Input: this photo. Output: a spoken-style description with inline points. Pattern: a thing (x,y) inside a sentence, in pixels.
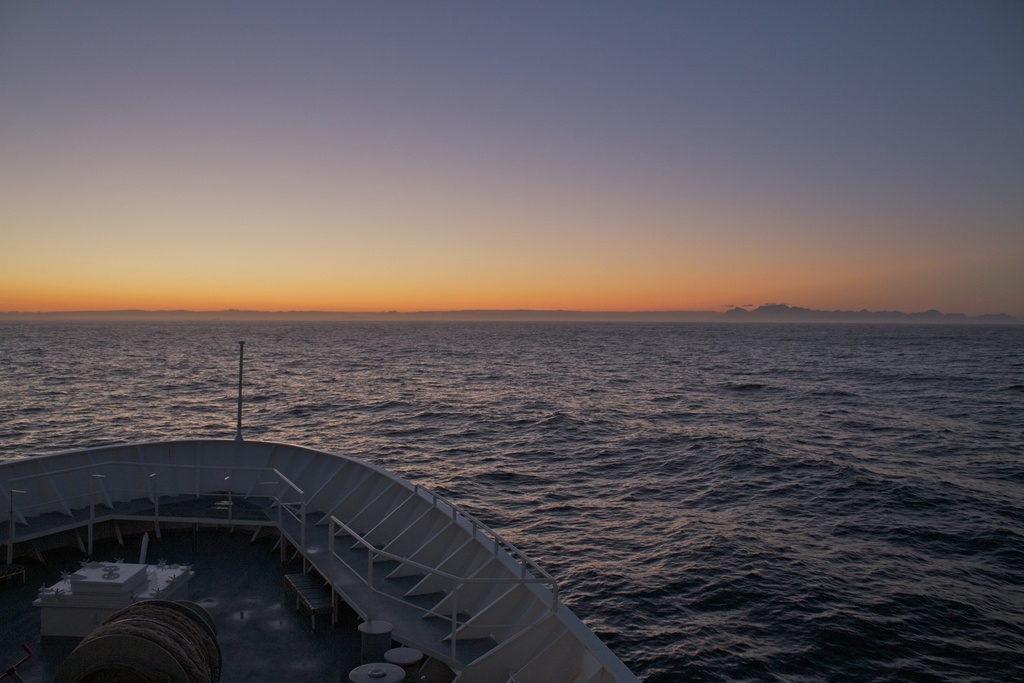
In the picture I can see the ship (399,532) is on the water (513,378). At the top of the image (181,207) I can see the sunshine (581,247).
